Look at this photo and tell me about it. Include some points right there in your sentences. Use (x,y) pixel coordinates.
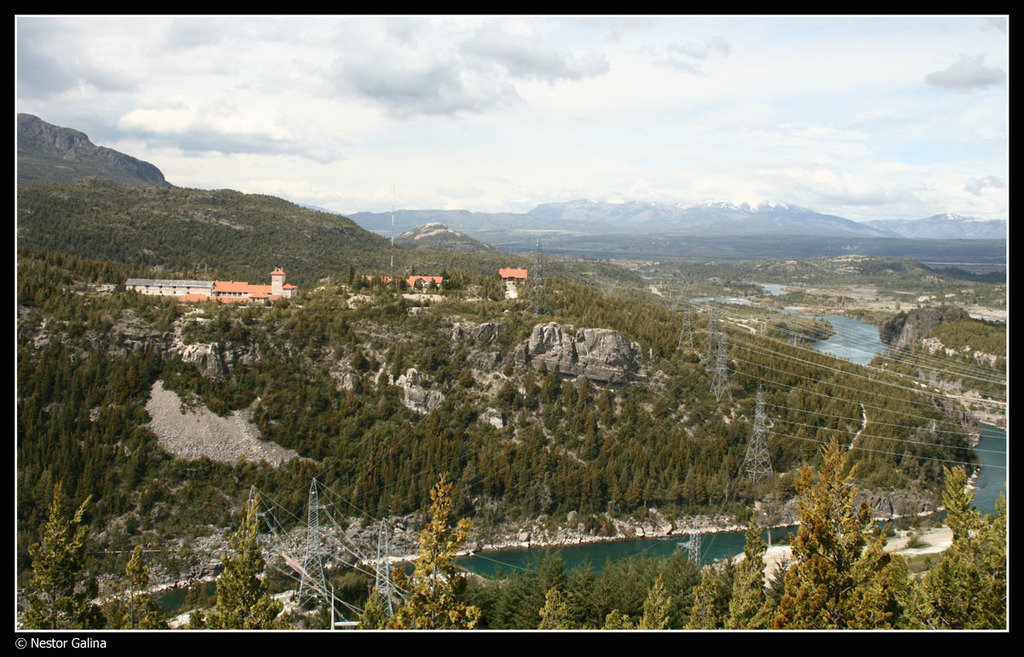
This is an aerial view image, there is a river (981,445) on right side (995,450) and buildings (253,296) on the left side (205,278), in the back (829,254) there are hills (626,201) and above its sky (453,121) with clouds (109,132).
